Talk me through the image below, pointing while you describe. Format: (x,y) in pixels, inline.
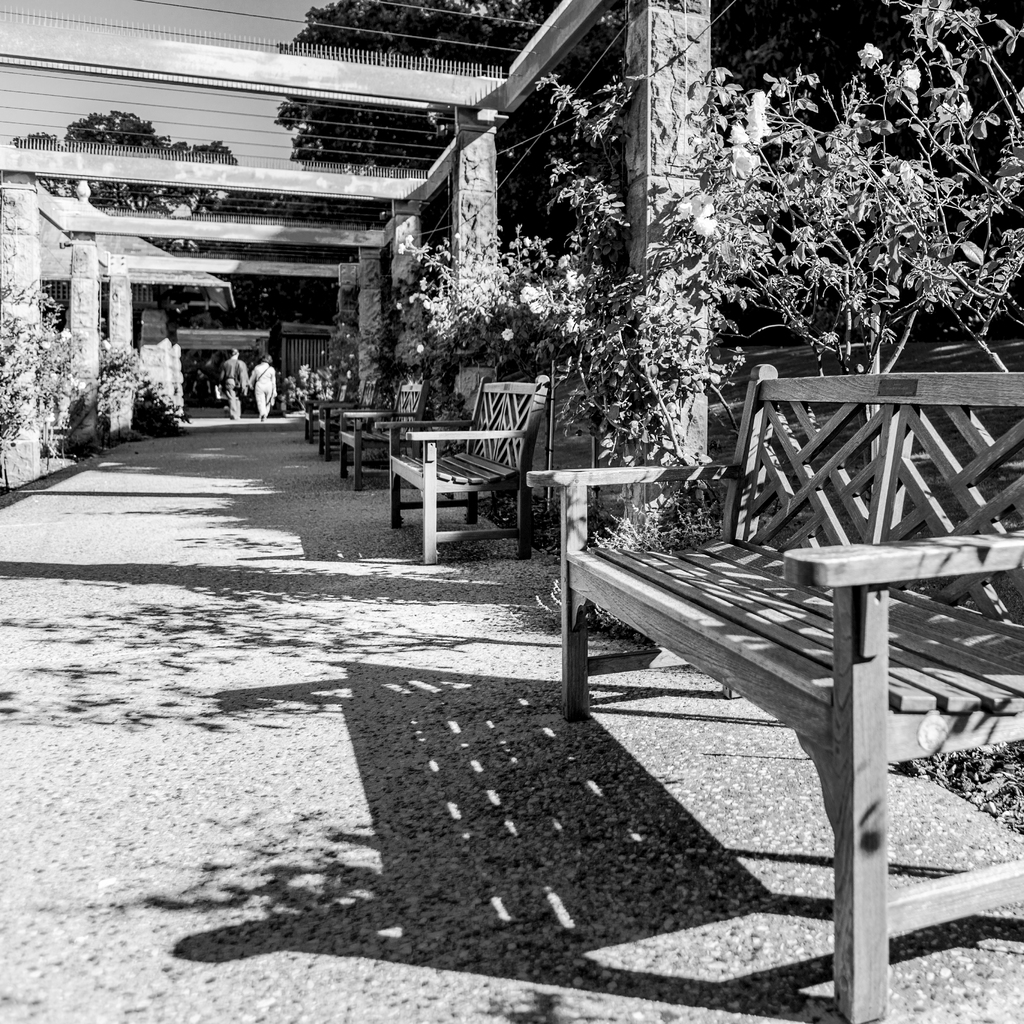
In the center of the image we can see two people (258,388) walking. On the right (780,556) there are benches (821,601) and we can see plants (34,332). In the background (462,245) we can see arches (102,227), trees (472,57), wires (297,21) and sky (284,35).
